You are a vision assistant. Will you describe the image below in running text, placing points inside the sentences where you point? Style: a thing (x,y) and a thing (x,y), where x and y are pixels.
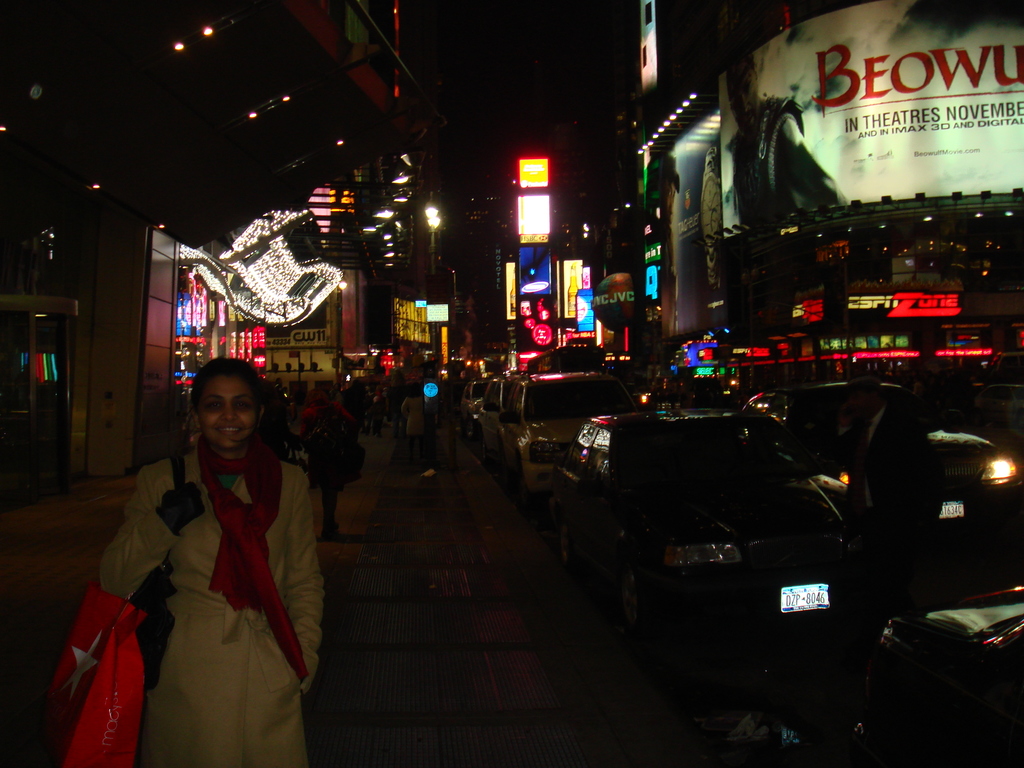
There is a woman (273,513) in coat (185,630), wearing a handbag (91,762) and on the road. In the background (483,431), there are vehicles (982,460) on the road (708,697), there are hoardings (1000,71), which are attached to the walls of the buildings (449,249), there are lights (433,204), there are people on the footpath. And the background (555,111) is dark in color.
